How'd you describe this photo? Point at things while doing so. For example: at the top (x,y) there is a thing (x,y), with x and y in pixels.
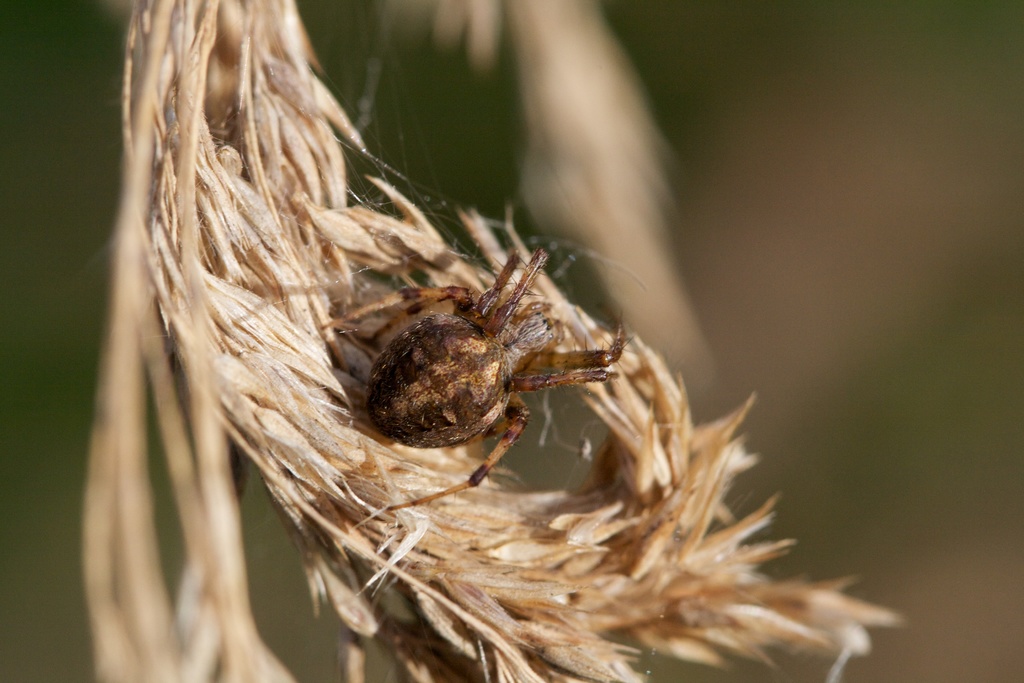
In the center of the image (424,442) we can see a spider (420,426) on the plant (480,556).
